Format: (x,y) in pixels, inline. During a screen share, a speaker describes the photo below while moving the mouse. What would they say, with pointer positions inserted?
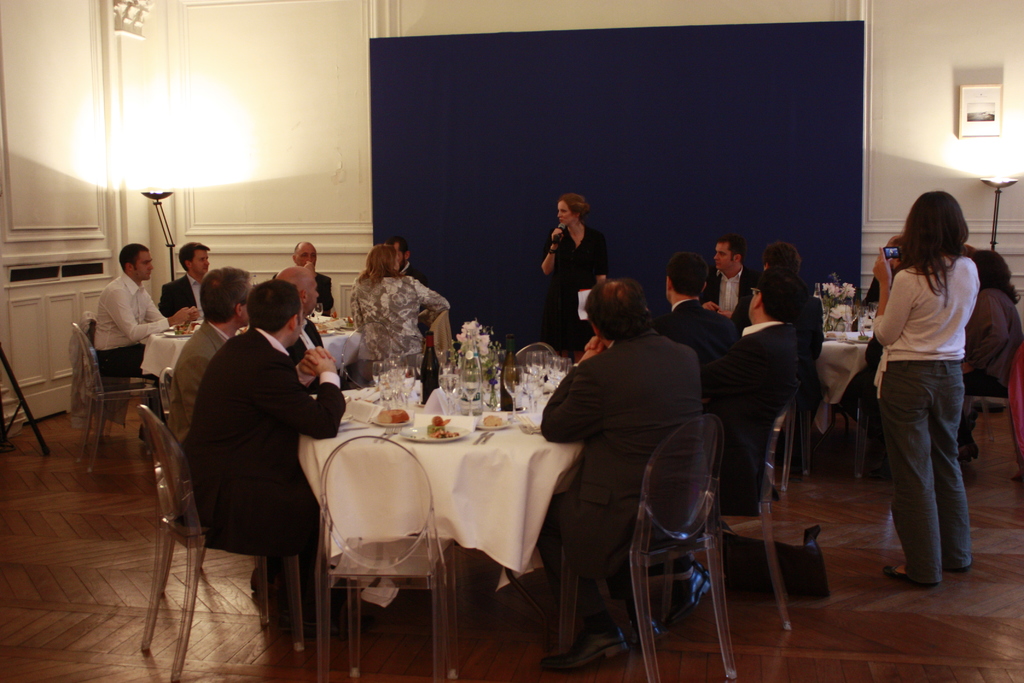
There are some people (284,478) sitting in the chairs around the tables (500,474) on which some food items (438,424) and tissue papers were placed. There is a woman (553,299) standing in front of a blue colored cloth (547,151) and holding a mic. In the background (267,241) there is a wall (216,164) and a light (156,169) here.
